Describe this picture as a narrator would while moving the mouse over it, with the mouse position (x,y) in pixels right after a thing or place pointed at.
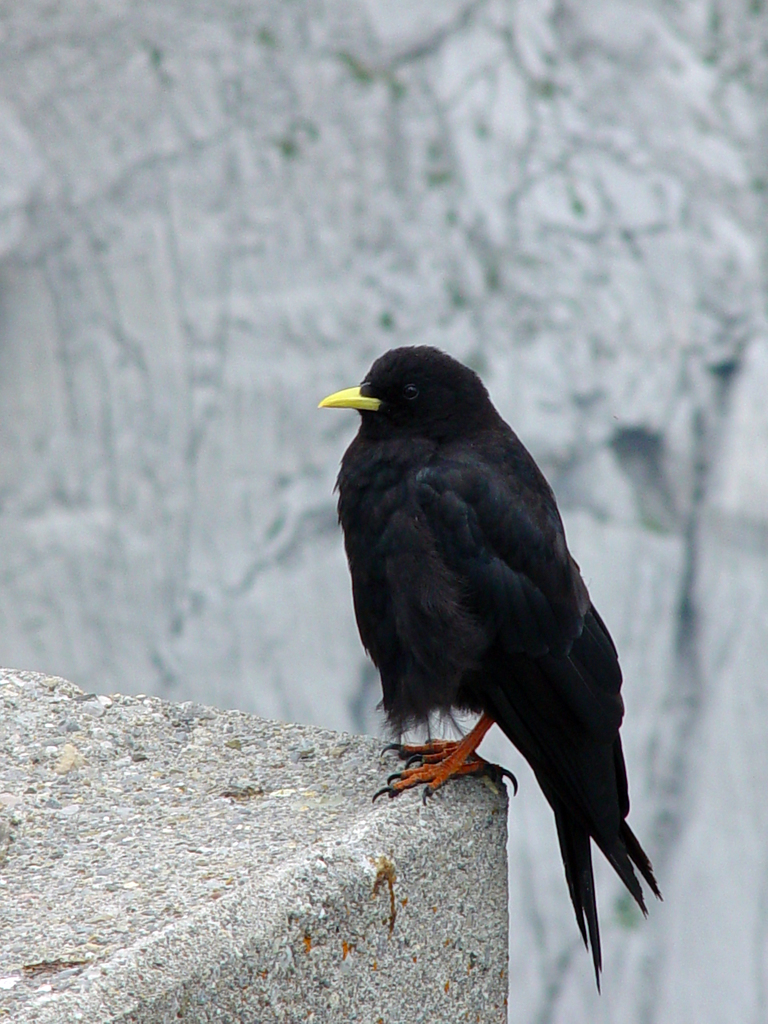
In the foreground of this image (540,778), there is a bird (474,699) on the edge (498,875) of the stone surface (452,825). In the background (490,141), there is the rock (485,134).
